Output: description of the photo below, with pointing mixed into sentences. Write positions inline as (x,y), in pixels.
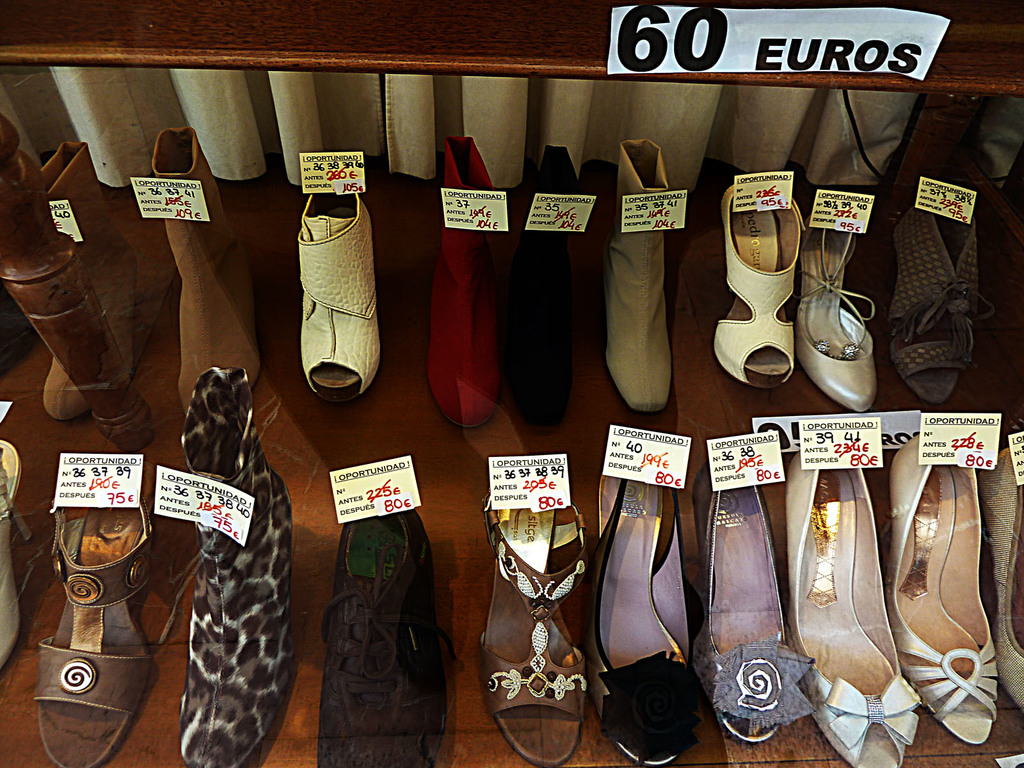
In this image there are shoes (419,597) and sandals (530,597) which are kept one beside the other. There is a price tag (217,516) on all of them. In the background (392,93) there is a curtain (407,94). There is a label (671,45) on the wooden stick (409,48).
